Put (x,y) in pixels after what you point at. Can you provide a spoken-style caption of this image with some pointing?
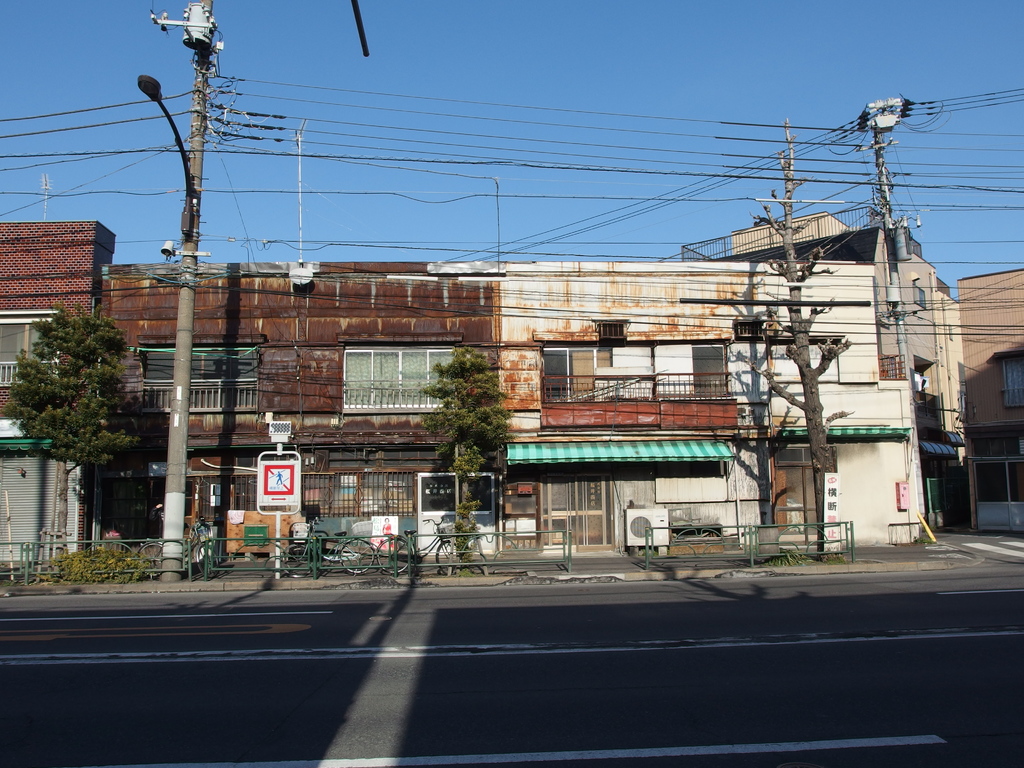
In this image we can see some buildings (643,394) with windows (692,367). We can also see a road (580,637), some bicycles (416,558) parked on the footpath (485,557), an air conditioner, a sign board (291,481), an utility pole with wires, the bark (795,356) of a tree (67,487), some shutters (40,502), a tree (68,474) and the sky (495,75) which looks clear.
